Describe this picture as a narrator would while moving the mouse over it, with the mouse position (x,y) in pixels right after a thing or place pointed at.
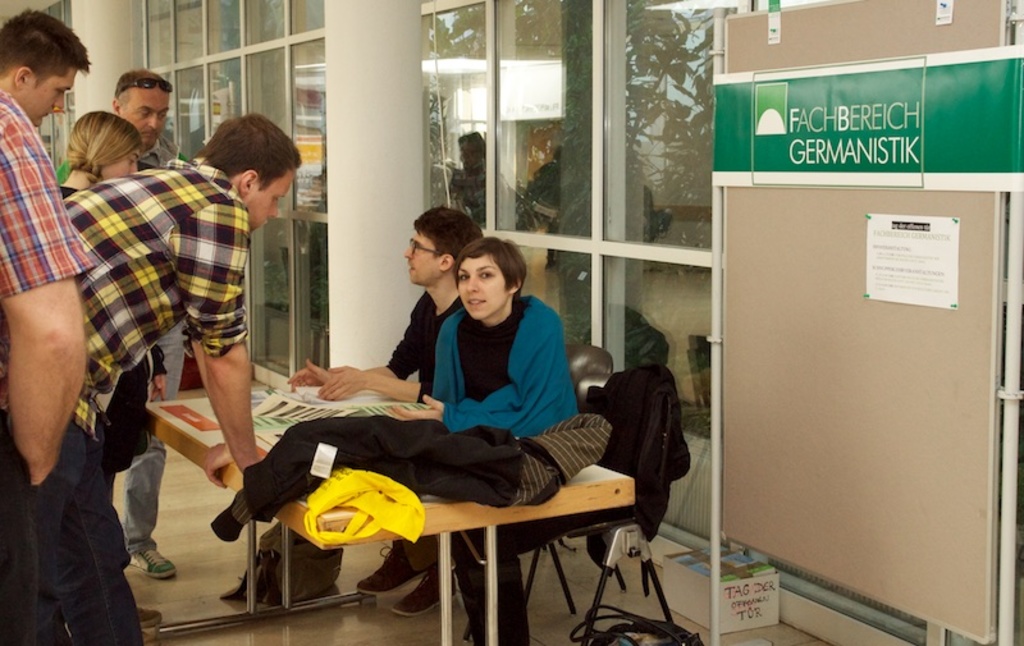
Here we see two people (483,364) seated on a chair (588,357) and few people (161,142) are standing and speaking to them.
